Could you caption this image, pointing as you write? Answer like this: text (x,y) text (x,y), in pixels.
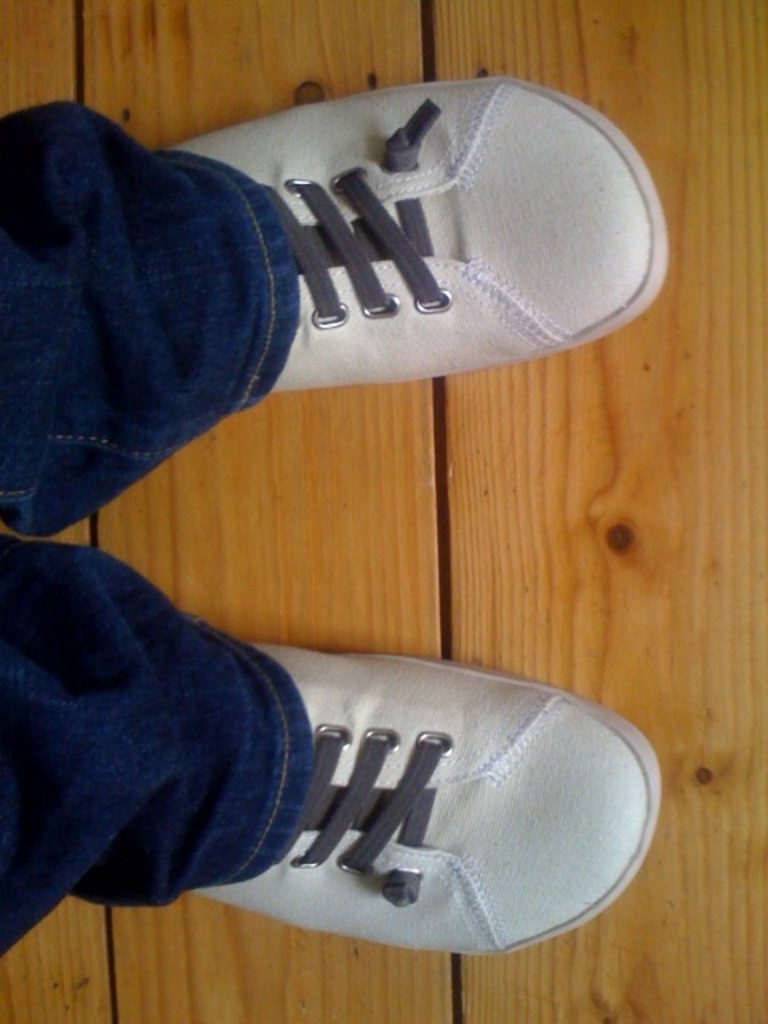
There is a person (82,500) in jean pant (158,317), wearing white color shoes (314,834) on the wooden surface (279,538).
